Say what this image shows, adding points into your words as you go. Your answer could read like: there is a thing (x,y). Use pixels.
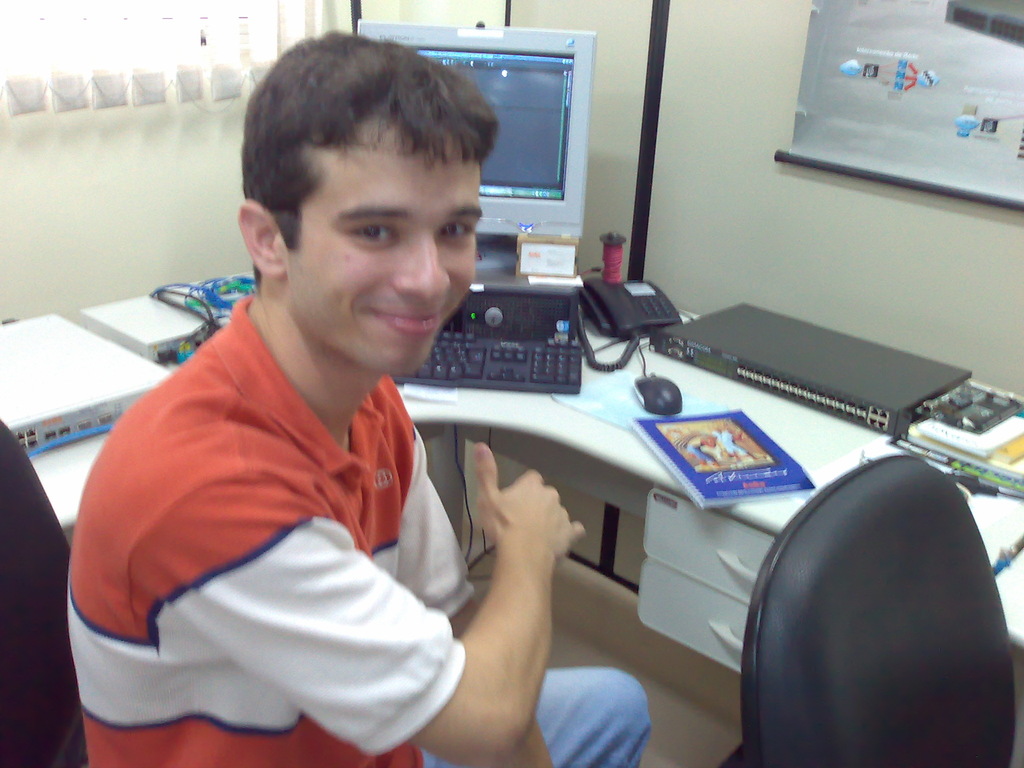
In this image we can see a person (324,85) sitting and there is a table (1012,510) and on the table (586,418), we can see the computer (549,390), telephone (622,367), book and some other objects (124,372). There is a chair (889,468) and in the background (978,294), we can see the wall (698,73) with a poster (926,123).
